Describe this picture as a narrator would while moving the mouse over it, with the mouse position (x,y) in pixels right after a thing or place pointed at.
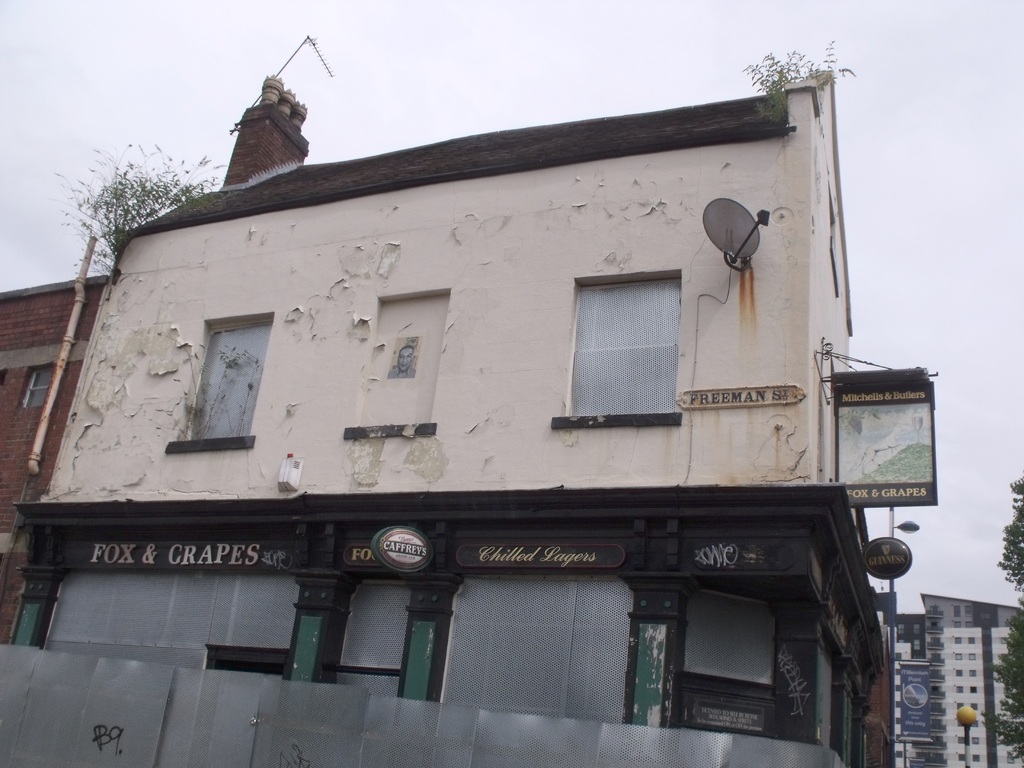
Here we can see a building (493,328), windows (669,289), antenna (707,223) on the wall (666,241), plants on the building (693,243), roof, hoardings (899,546), pipe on the wall (623,271) and at the bottom (168,734) there is a metal sheet (291,689) and name boards (168,568) on the wall (784,620). On the right (946,711) we can see buildings (961,691), windows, poles (968,758), trees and hoardings (917,670). In the background (78,261) we can see the sky (445,97).
